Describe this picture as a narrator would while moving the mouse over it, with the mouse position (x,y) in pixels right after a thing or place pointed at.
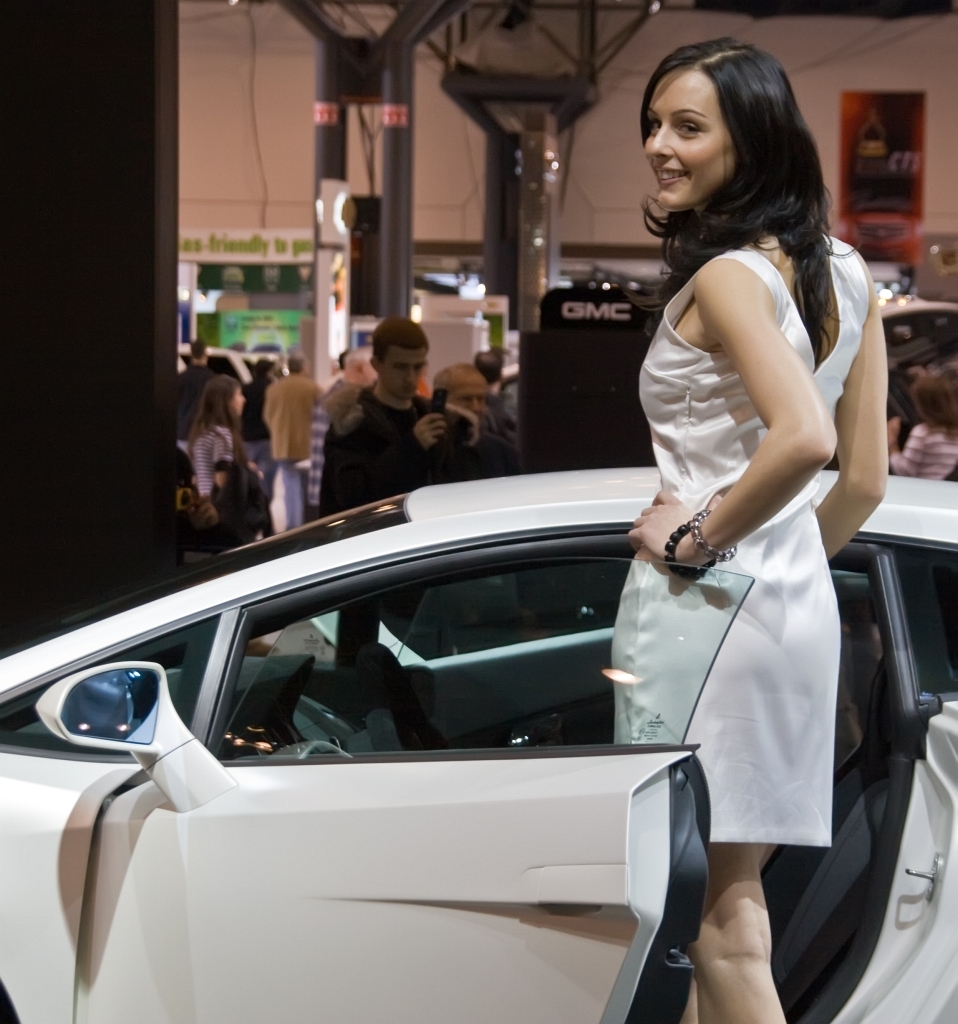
In the center of the image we can see one woman (698,566) is standing and she is in a white color costume (752,707) and we can see she is smiling. Behind her, we can see a car (727,627), which is in a white color. In the background (294,122) there is a wall (276,165), pole type structures (398,100), few people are standing, few people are holding some objects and a few other objects (860,212).
